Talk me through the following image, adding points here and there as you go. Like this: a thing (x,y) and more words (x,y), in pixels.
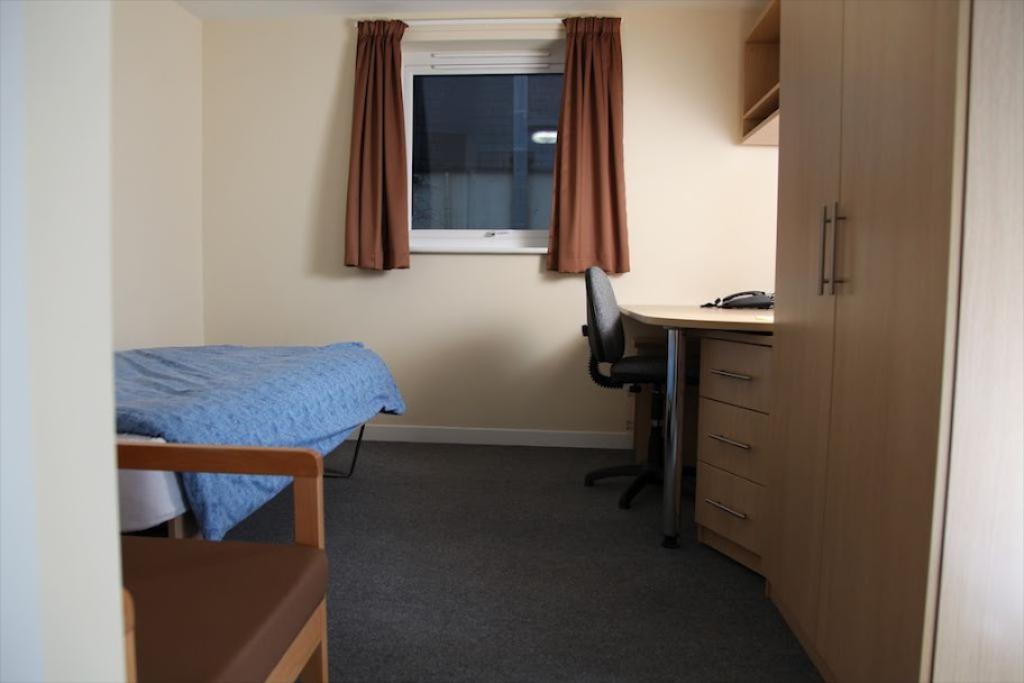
In the left bottom of the image (202,654), there is a chair (178,650) half visible. Into the right side of the image (865,432), there is a cupboard (909,288). Next to that there is table (772,346) and a desk (705,353) is visible. In the background (366,114), there is a window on which brown color curtain (377,135) is hanged. The wall (246,125) is light in color. In the left middle of the image (269,389), there is a bed (230,365) on which blue color mattress (266,387) is placed.
